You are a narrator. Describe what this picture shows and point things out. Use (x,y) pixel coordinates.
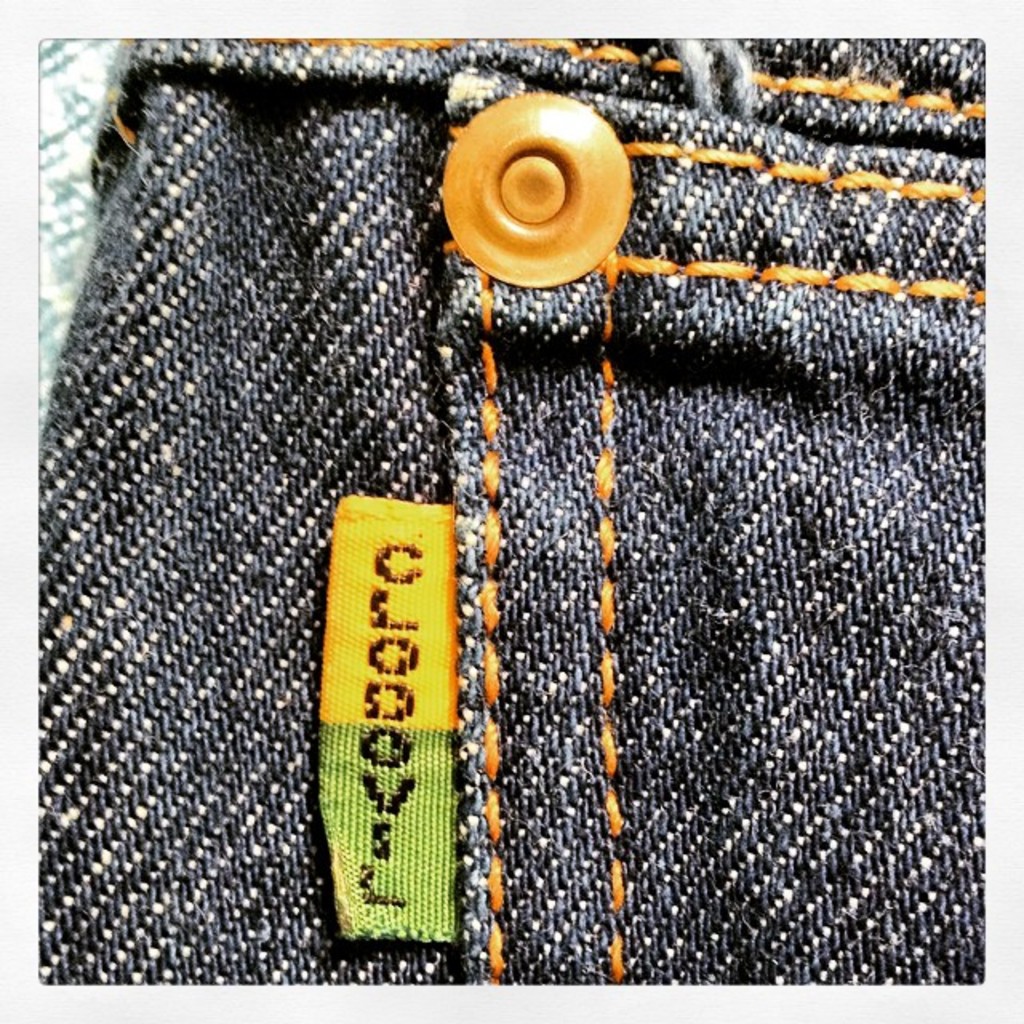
In this image there is a jeans (779,732).
